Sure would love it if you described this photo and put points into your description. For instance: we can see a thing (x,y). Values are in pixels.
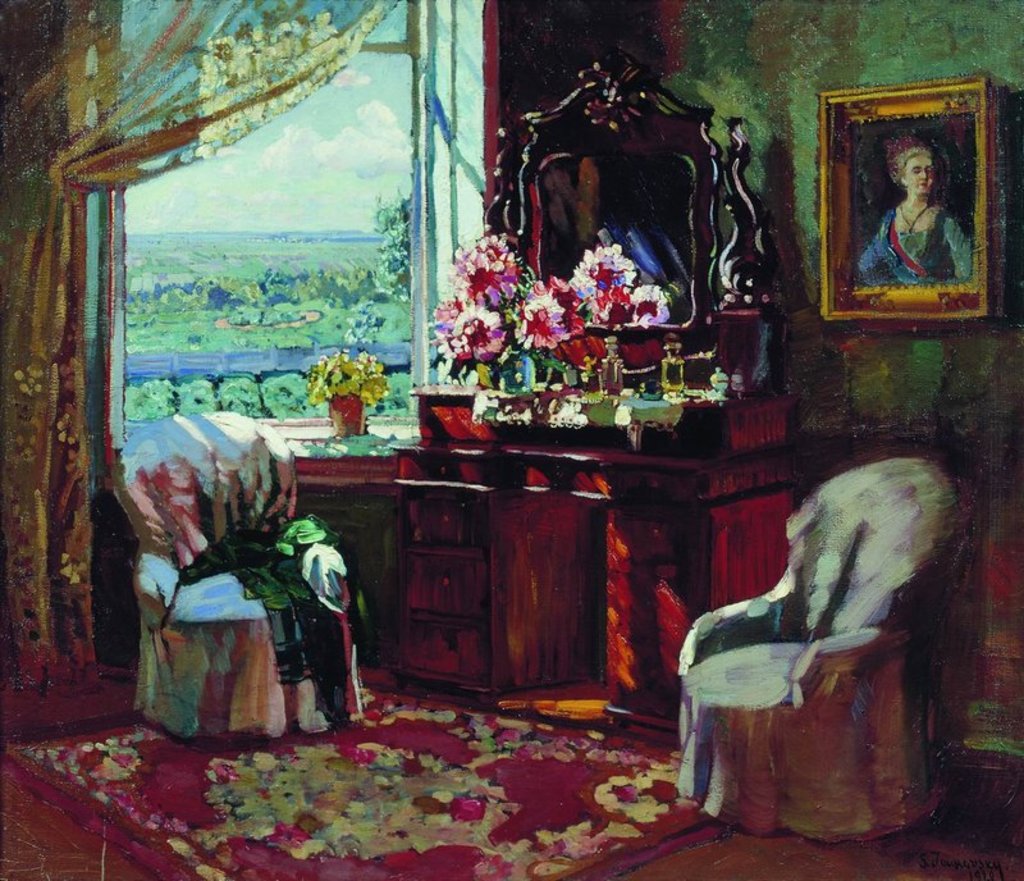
It is a painting. In this image there are two chairs (763,716). At the bottom of the image (339,816) there is mat (223,817) on the surface (54,853). In the center of the image (533,487) there is a wooden table (600,516). On top of it there is a mirror (618,210). There are flower pots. On the right side of the image (876,398) there is a wall (894,335) with the photo frame (901,211) on it. There is a glass window (333,260) through which we can see trees (217,284) and sky (305,173). In front of the glass window (397,338) there is a flower pot (340,405). There are curtains (72,632).
